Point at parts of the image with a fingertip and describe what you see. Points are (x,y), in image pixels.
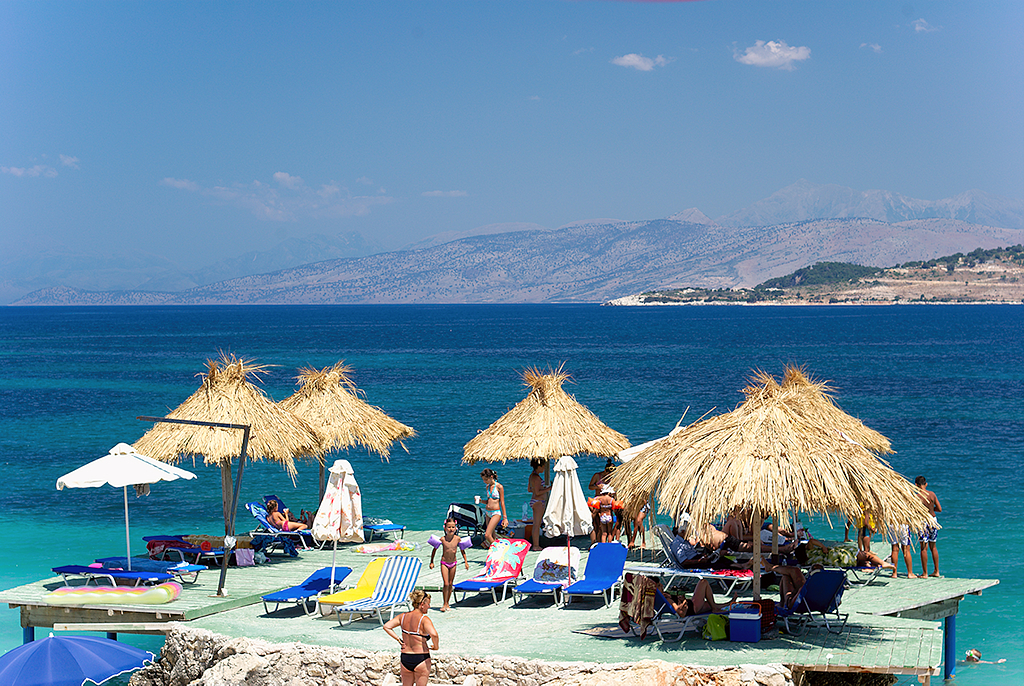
There are huts (322,395), beds (155,564) and a chair (464,587) arranged on the floor (256,580) on which, there persons (503,515). In the background (677,335), there is water (306,330), there are mountains (996,245) and there are clouds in the sky (515,78).
